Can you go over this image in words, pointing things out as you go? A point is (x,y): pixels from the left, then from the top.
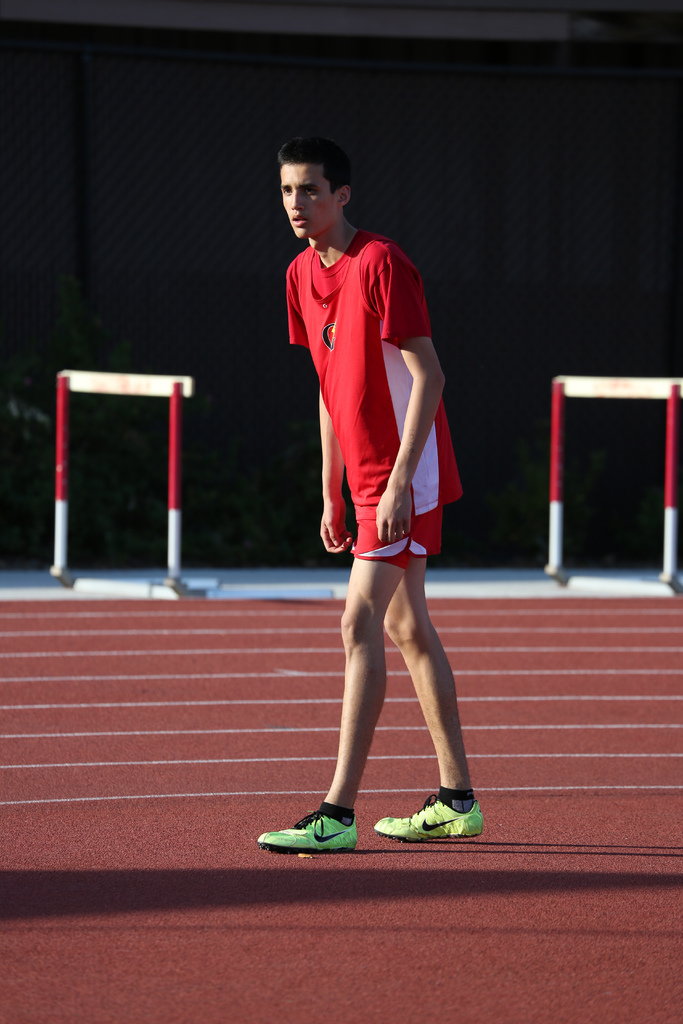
There is a man (317,827) standing and this is ground (506,797). In the background (172,406) we can see boards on poles (172,406), plants (191,446) and wall (161,261).
